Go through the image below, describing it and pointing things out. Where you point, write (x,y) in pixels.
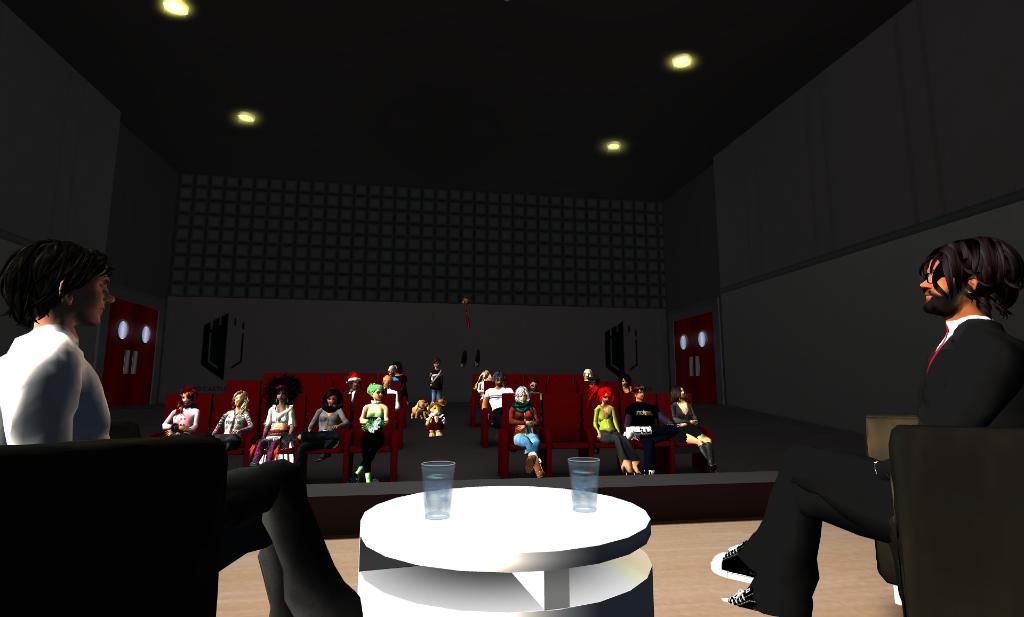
In this image we can see people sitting on the chairs (304,387). We can also see a person (438,386) standing on the floor (408,427). We can see two glasses (429,478) on the white table (458,527). We can also see two persons (953,369) sitting on the chairs (921,569) which are on the stage (235,594). In the background (237,331) we can see the doors (145,344) and also wall (166,322). At the top (438,151) there is ceiling (603,104) with the ceiling lights (246,113).
